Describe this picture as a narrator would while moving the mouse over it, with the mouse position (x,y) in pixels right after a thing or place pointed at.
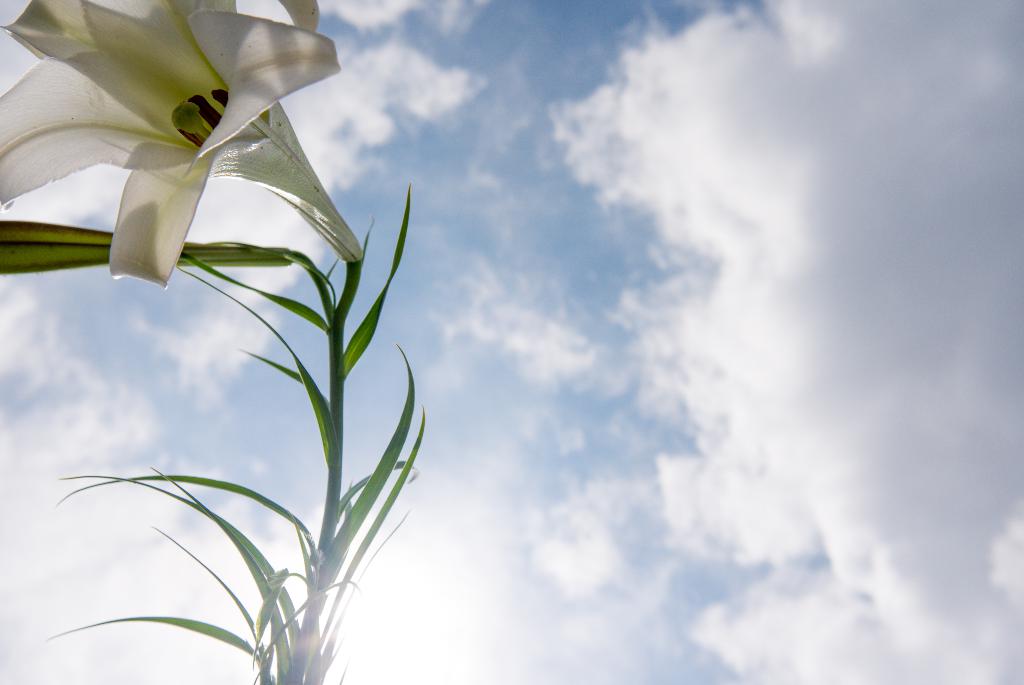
In this image in front (394,497) there is a plant (241,85) with the flower (223,141) on it. In the background (608,313) there is sky (665,468).
